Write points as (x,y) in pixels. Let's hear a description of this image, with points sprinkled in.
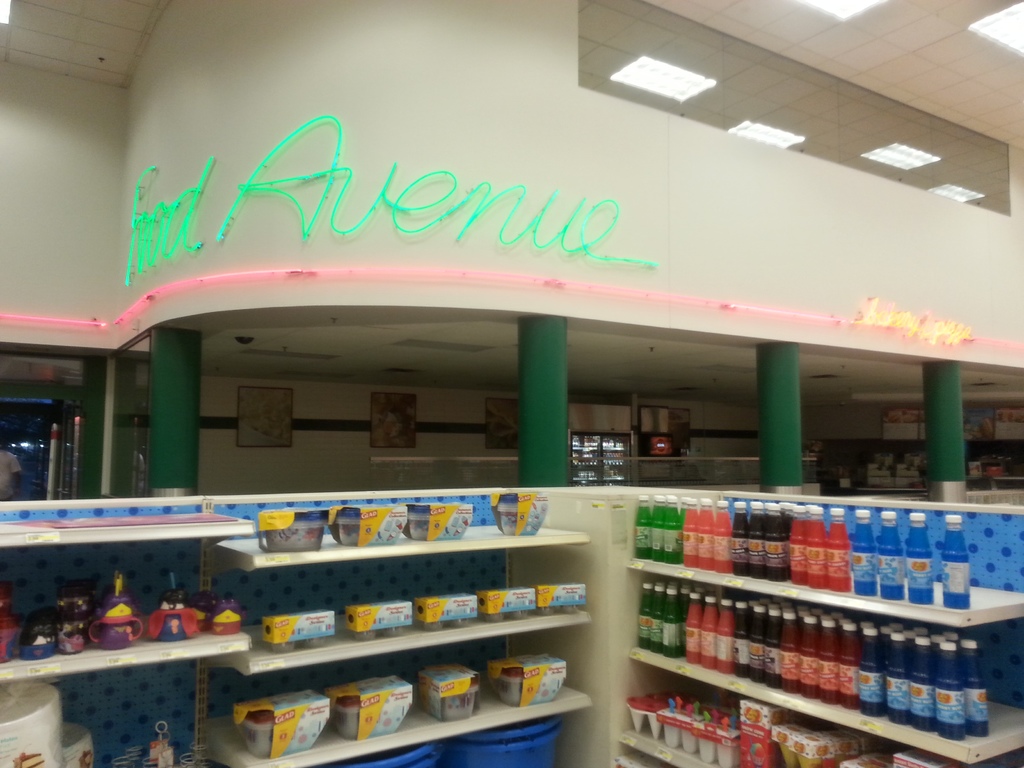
In this image we can see a building (476,442) with pillars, some frames (259,409) on a wall (366,408) and ceiling lights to a roof (399,319). On the bottom of the image (685,646) we can see a group of bottles (844,653), toys (238,620) and some boxes (443,701) which are placed in the shelves (512,713). We can also see a person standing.
